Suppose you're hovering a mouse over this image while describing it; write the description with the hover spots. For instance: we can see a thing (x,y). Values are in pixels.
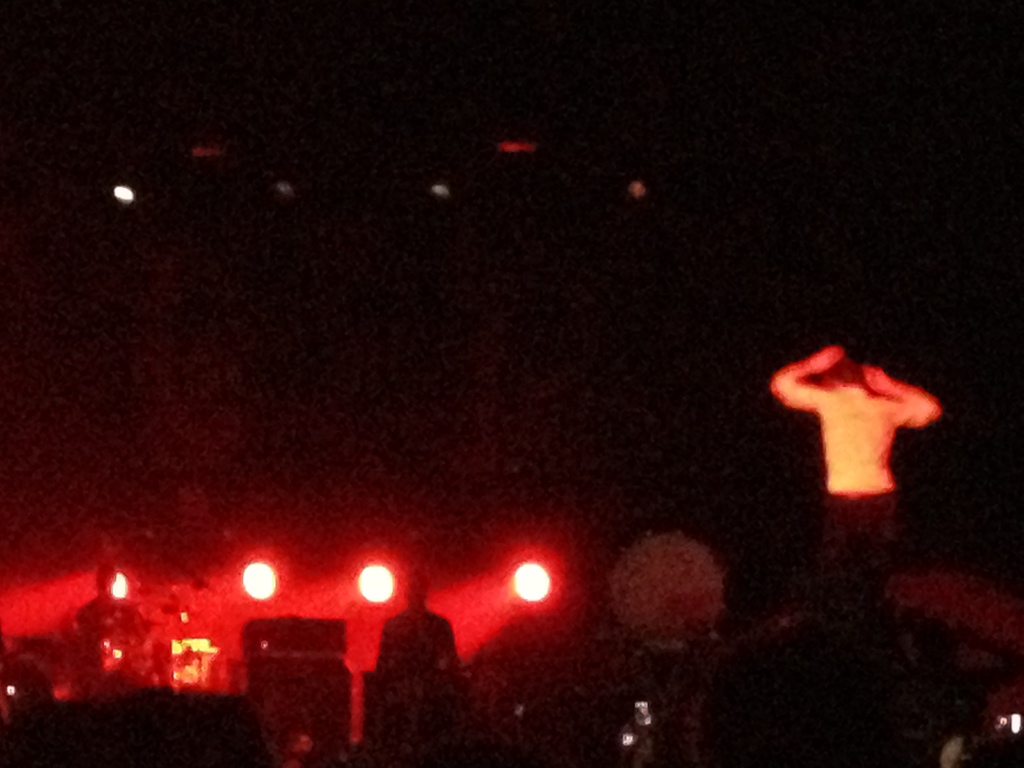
Here is a person (838,483) standing. These are the show lights (537,573). I think this is a stage performance. There are two people (433,611) standing. The background (668,500) looks dark. I think this is a person's hair (642,607).
